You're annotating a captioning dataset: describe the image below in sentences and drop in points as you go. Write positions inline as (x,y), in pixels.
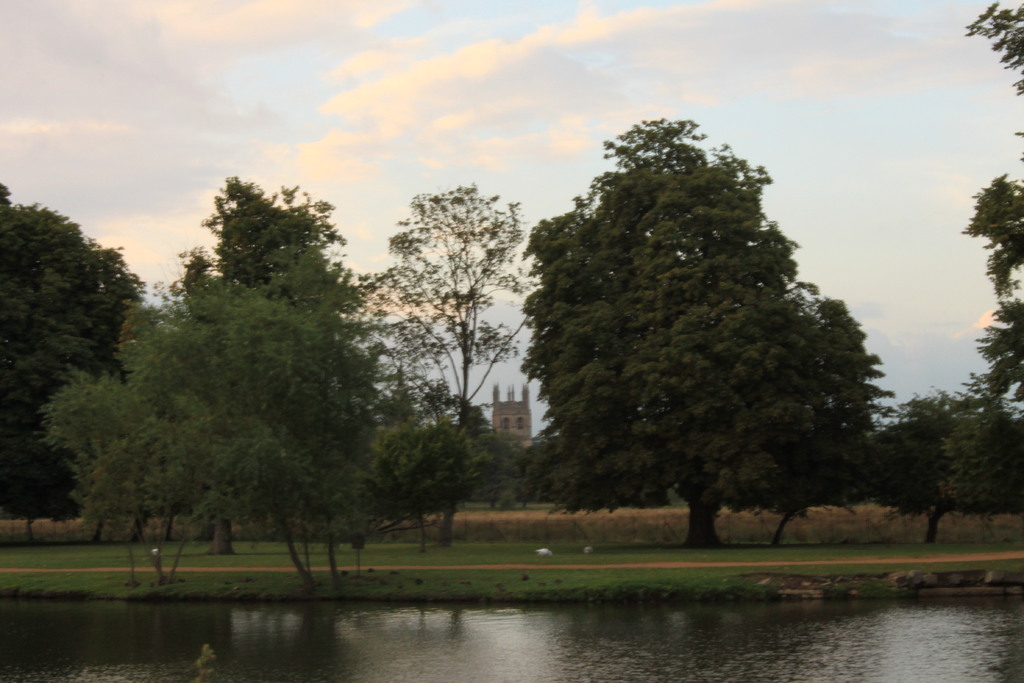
In this image we can see some trees (291,545), grass (263,542), water (506,619) and a building (504,424), in the background (602,74), we can see the sky (550,114) with clouds (616,74).
